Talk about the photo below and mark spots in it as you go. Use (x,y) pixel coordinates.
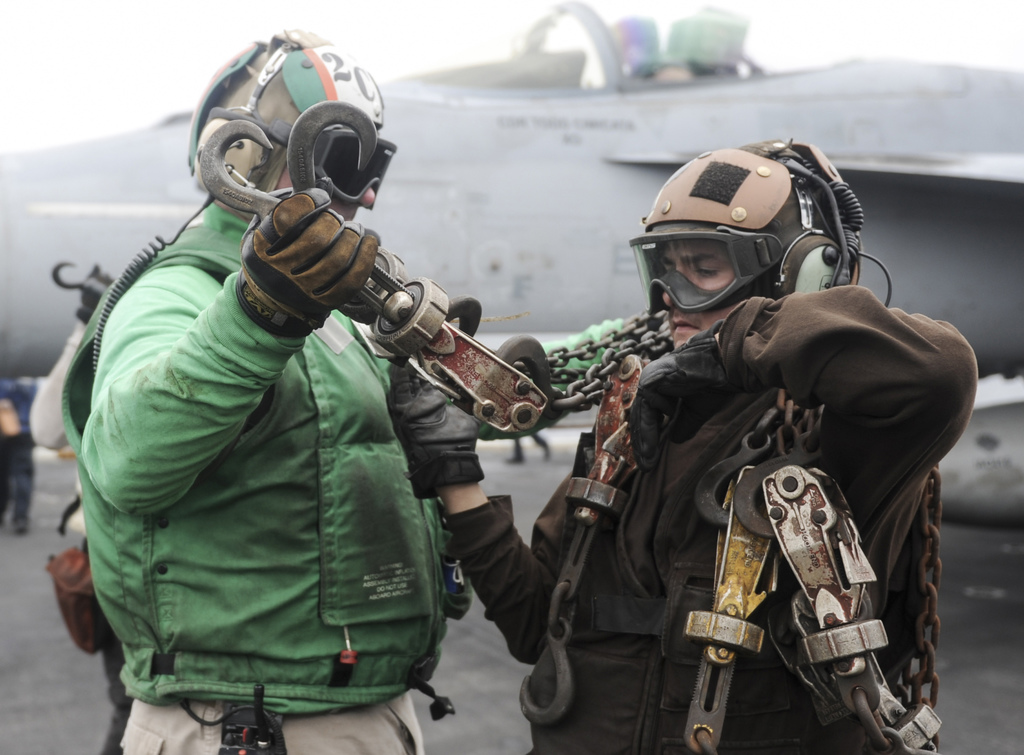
In the picture there are two men (688,491), they are wearing jackets (487,530) and carrying different objects (556,379). Behind them there is a flight (601,119).
